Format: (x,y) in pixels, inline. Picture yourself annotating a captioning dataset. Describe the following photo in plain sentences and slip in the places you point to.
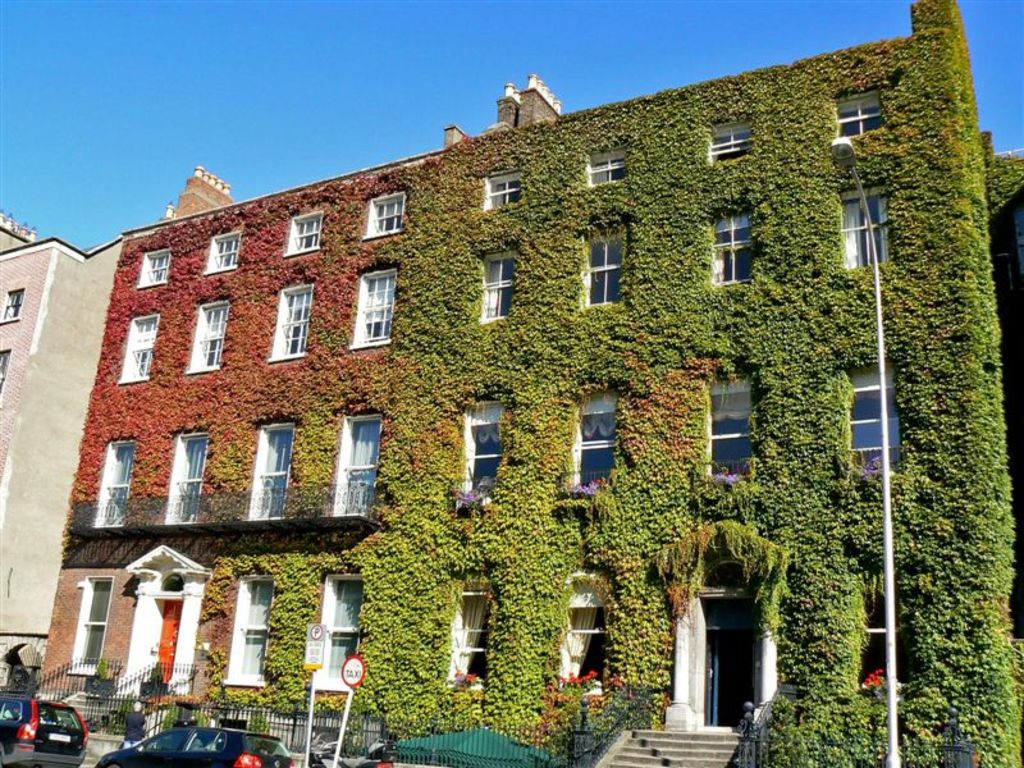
This is a building (697,460), there are green plants (613,349) on it. In the left side (252,752) there are cars (174,743) that are moving on the road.
